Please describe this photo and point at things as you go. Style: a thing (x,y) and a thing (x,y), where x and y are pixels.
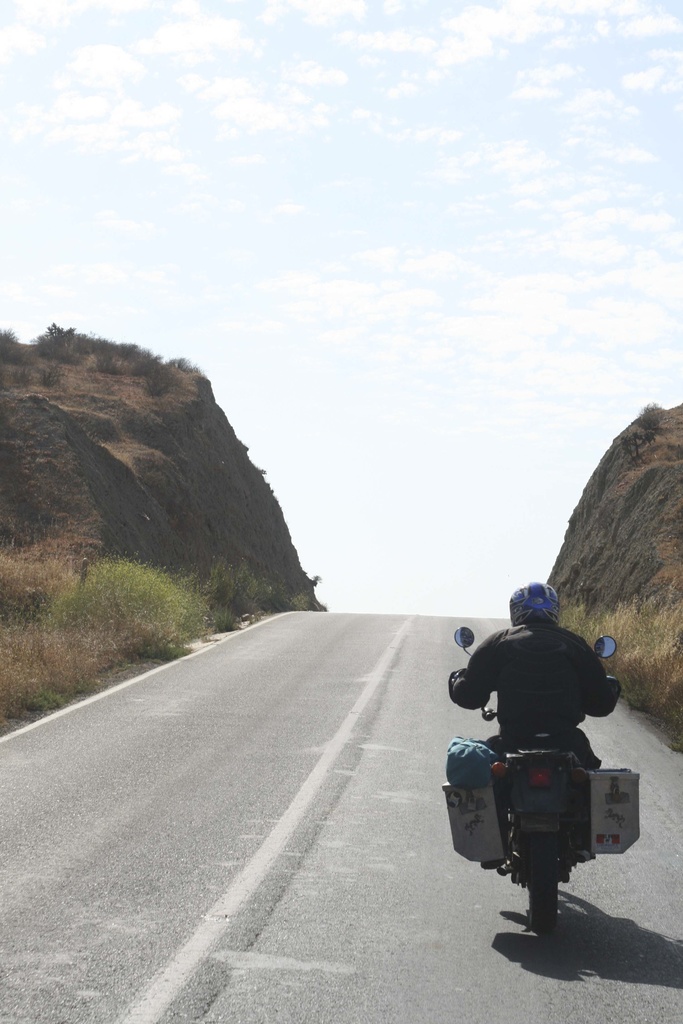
At the bottom right of the image (481,859) we can see a person (534,698) riding a bike (531,848) on the road (283,784). On the right (632,520) and left side of the image (131,491) there are mountains (594,526). In the background (494,331) there is a sky (509,385).
